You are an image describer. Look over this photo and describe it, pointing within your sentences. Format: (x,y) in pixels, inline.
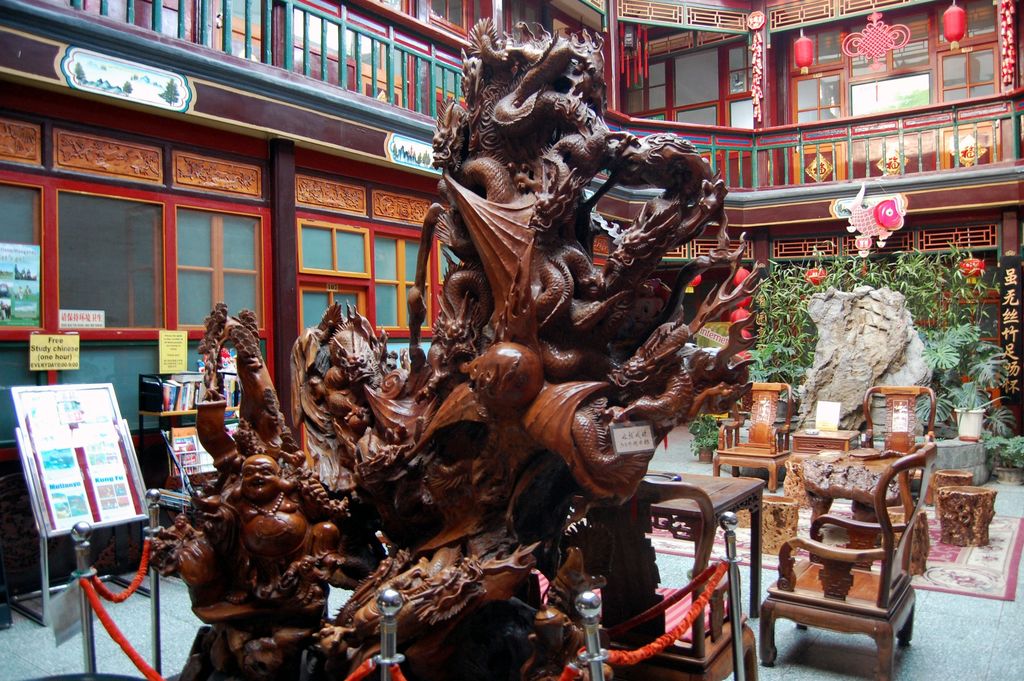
In this image i can see a statue (461,377) and few chairs (720,615). In the background (307,126) i can see a building (854,95).
